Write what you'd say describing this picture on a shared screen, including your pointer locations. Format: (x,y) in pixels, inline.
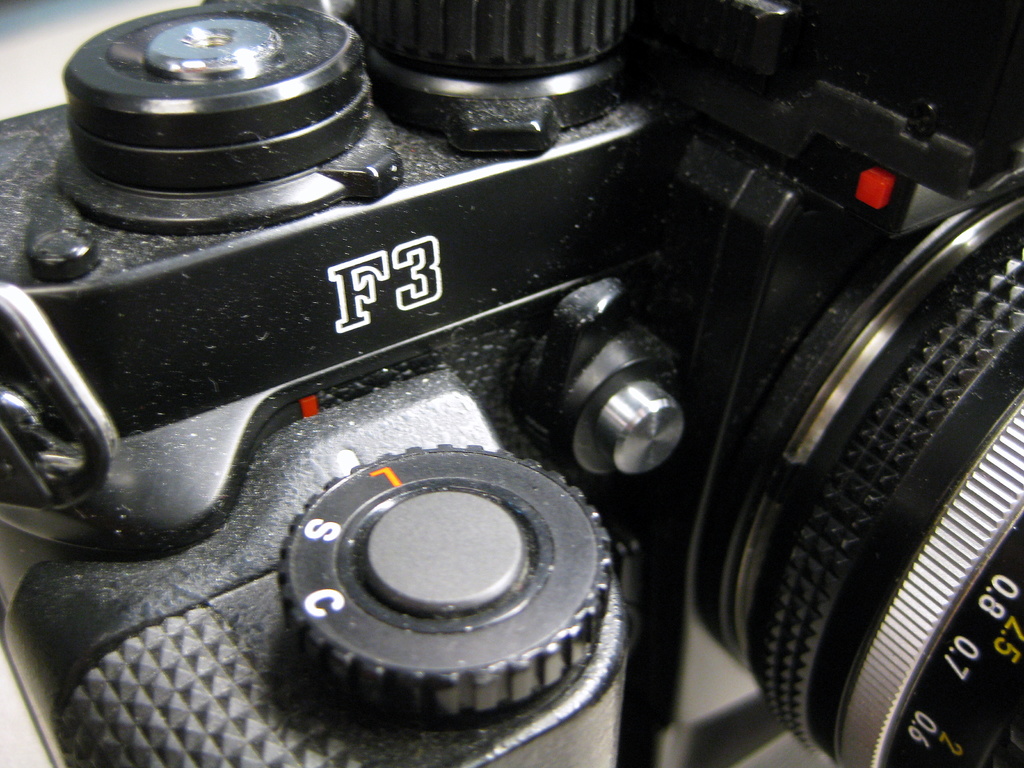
In this picture we can see some text (394,292) and a few numbers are visible on a camera (482,557).
